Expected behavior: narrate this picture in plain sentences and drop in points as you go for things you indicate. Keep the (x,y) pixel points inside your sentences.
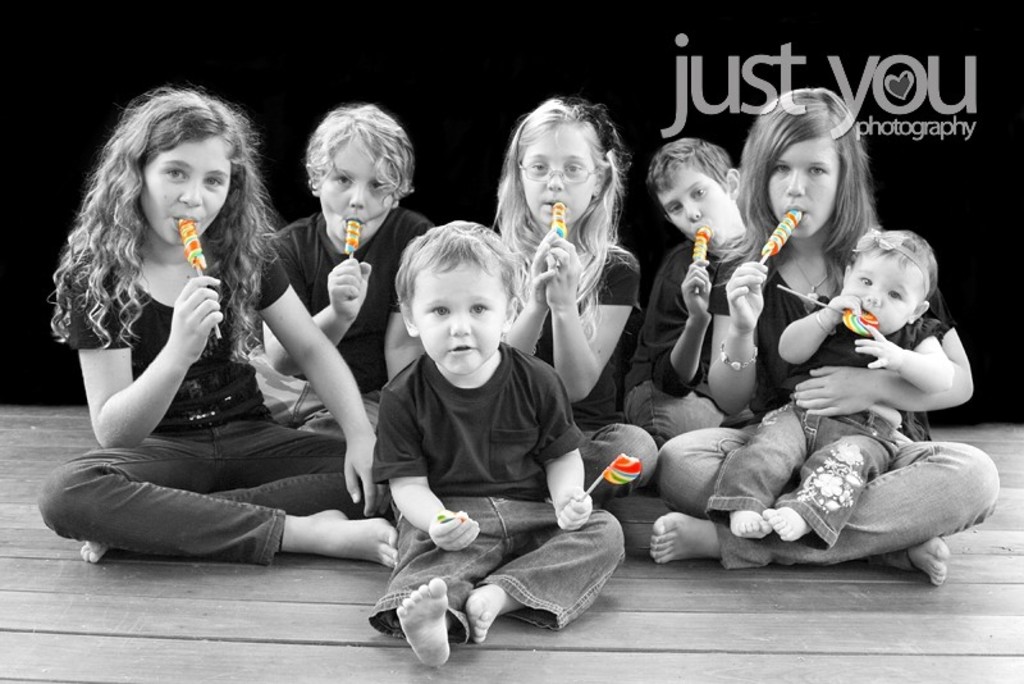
As we can see in the image there are group of people (448,230) wearing black color t shirts (521,368) and holding lollipops (615,457). Behind them there is a black background (274,61).
